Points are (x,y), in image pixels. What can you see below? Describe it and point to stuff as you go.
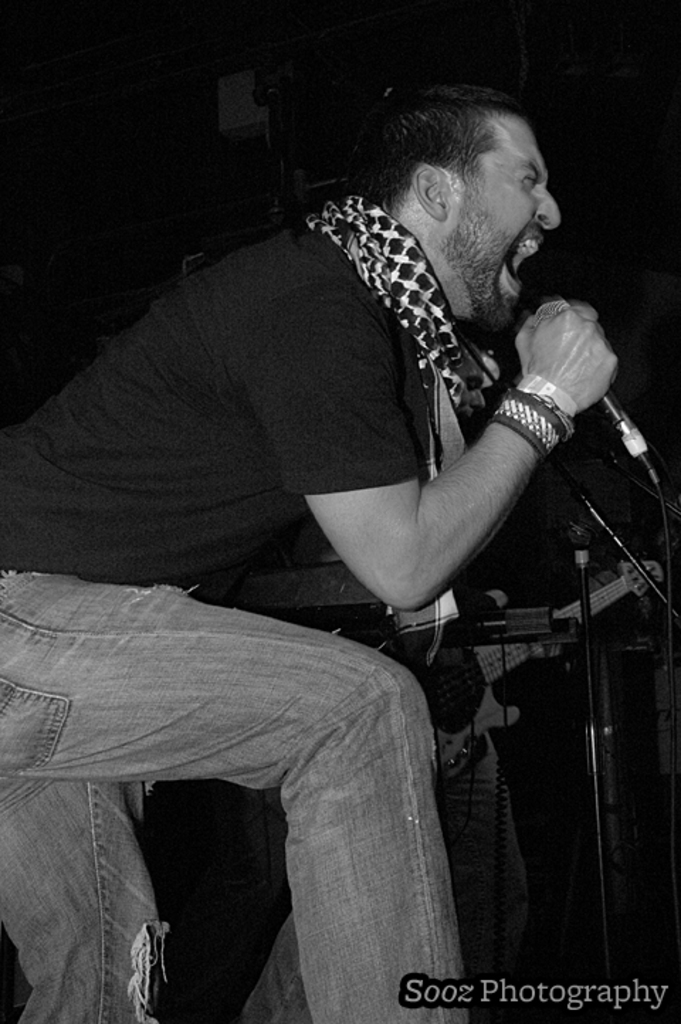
In this image there is one person (190,560) who is standing and he is holding a mike (617,420) it seems that he is singing, beside this person (374,745) there is another person (492,831) and one guitar (507,663) is there.
